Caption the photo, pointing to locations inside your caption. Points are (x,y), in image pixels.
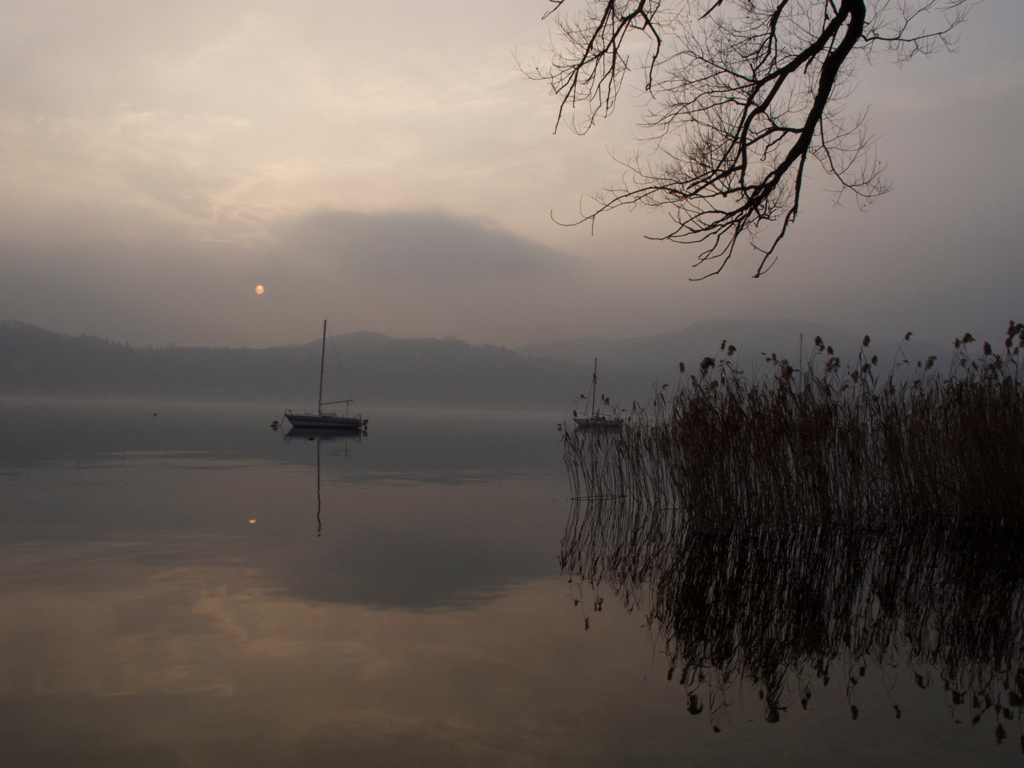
The picture consists of a water body (640,707), in the water (537,460) there are plants (713,436) and a boat (338,420). At the top (598,219) there are branches (629,58) of a tree (696,202). In the background (259,359) it is hill (332,368) covered with trees (372,336). Sky (302,281) is cloudy. In the background (262,288) it is sun (257,285).
